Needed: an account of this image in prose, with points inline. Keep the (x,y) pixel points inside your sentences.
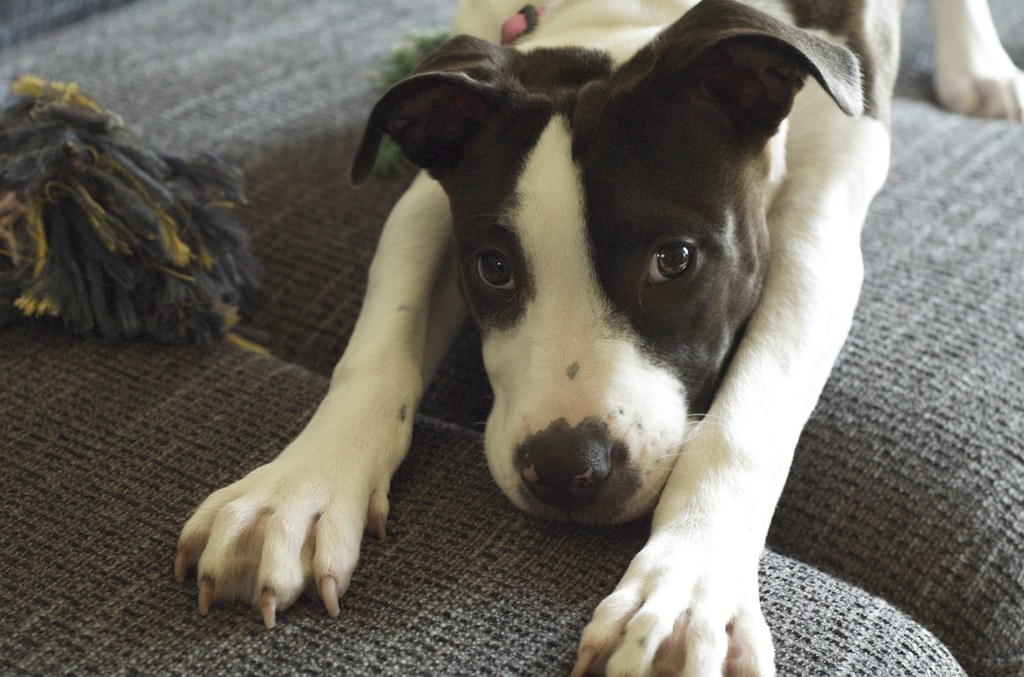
We can see dog (683,218) and object (99,219) on the sofa (293,206).
